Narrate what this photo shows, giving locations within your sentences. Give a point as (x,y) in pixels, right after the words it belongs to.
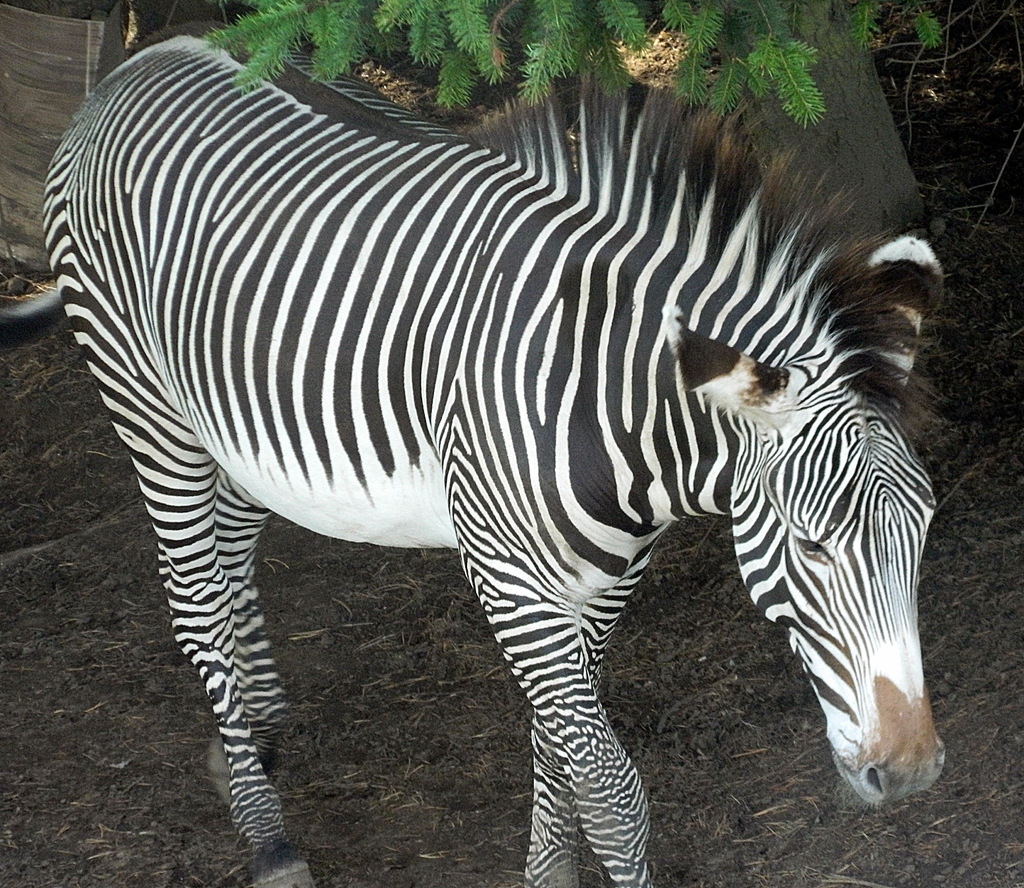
This image is taken outdoors. At the bottom of the image (413,819) there is a ground (352,803) with grass (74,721) on it. In the background (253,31) there is a tree (788,67) with leaves (425,28), stems (425,28) and branches (797,79). In the middle of the image (375,439) there is a zebra (507,632) on the ground (376,801).
